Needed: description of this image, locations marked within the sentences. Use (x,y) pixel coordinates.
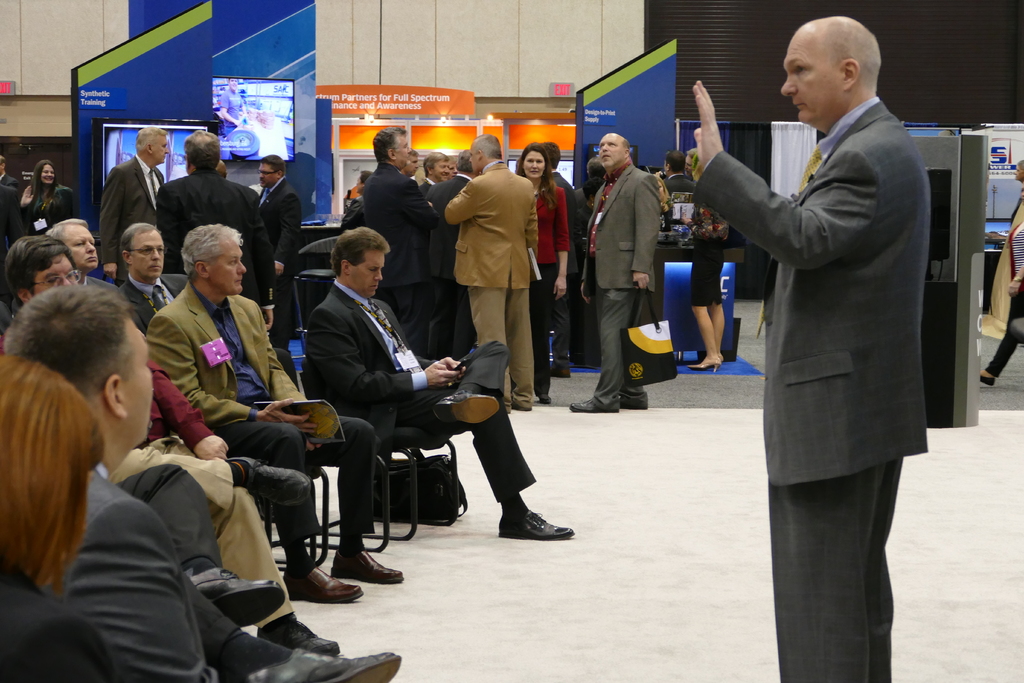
On the right side (886,322) a person (890,360) is standing. On the left side (175,321) there are many people (191,432) sitting on chairs (262,499). In the back (277,198) few people (370,219) are standing. There are banners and a wall (507,58). Also there are curtains (736,142).
